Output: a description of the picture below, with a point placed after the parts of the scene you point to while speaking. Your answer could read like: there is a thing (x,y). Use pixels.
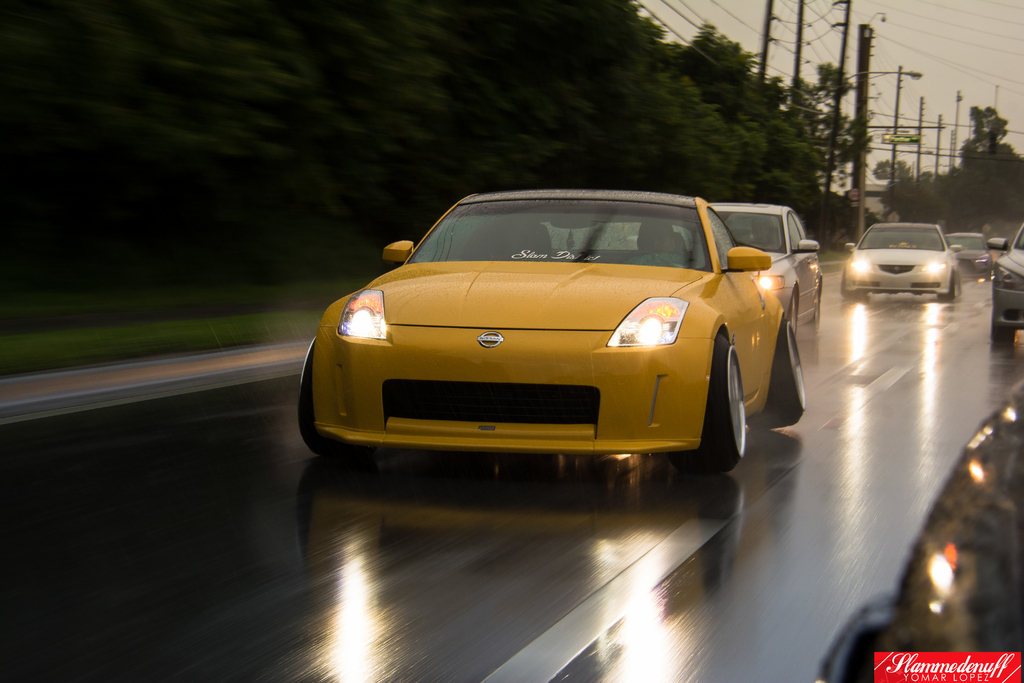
This image is clicked on the road (376,605). There are cars (703,398) moving on the road (941,299). To the left (155,192) there are trees (409,90) beside the road (404,626). In the background (898,74) there are street light poles (867,90) and electric poles (922,112). In the top right (951,40) there is the sky (937,57). In the bottom right (910,665) there is text (955,660) on the image.
